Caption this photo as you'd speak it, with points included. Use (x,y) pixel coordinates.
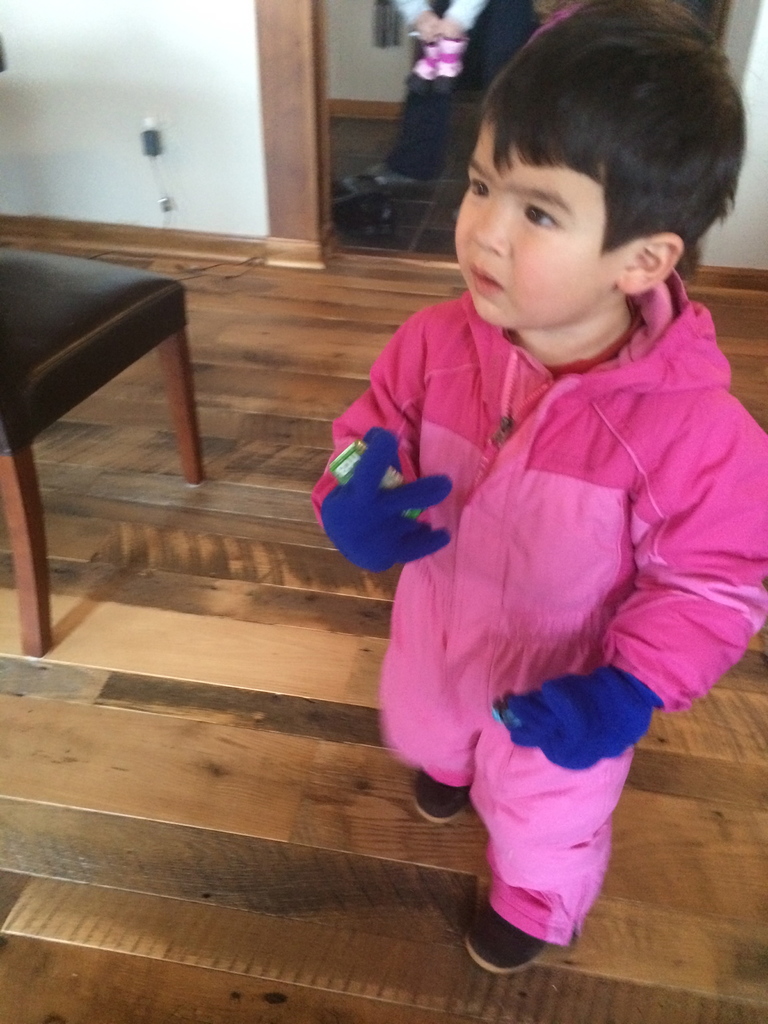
In this image there is a boy (631,389) in pink color dress (536,563) and he is wearing gloves (593,711) and standing on the floor (360,898). In the background (103,88) there is a plain wall (142,117) and also a chair (93,284).
